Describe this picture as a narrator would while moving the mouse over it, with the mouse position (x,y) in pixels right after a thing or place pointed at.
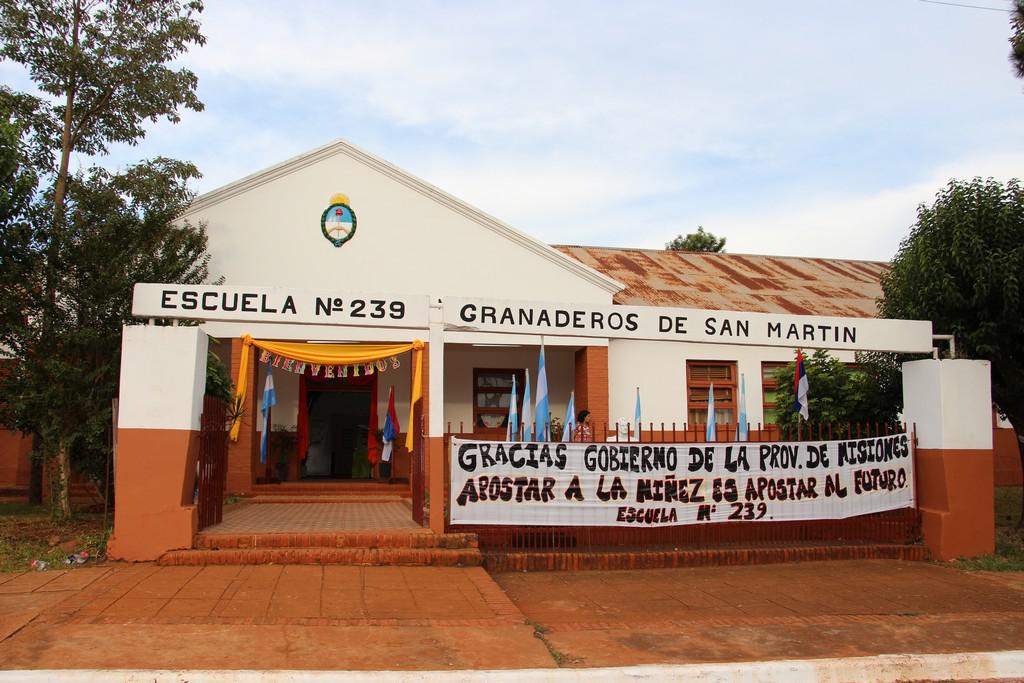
In this image we can see a building (276,427), flags (388,432), grills (822,527) and an advertisement cloth (639,489) hanged to it, name board (290,297), trees (1008,334) and sky (338,46) with clouds (809,95).
